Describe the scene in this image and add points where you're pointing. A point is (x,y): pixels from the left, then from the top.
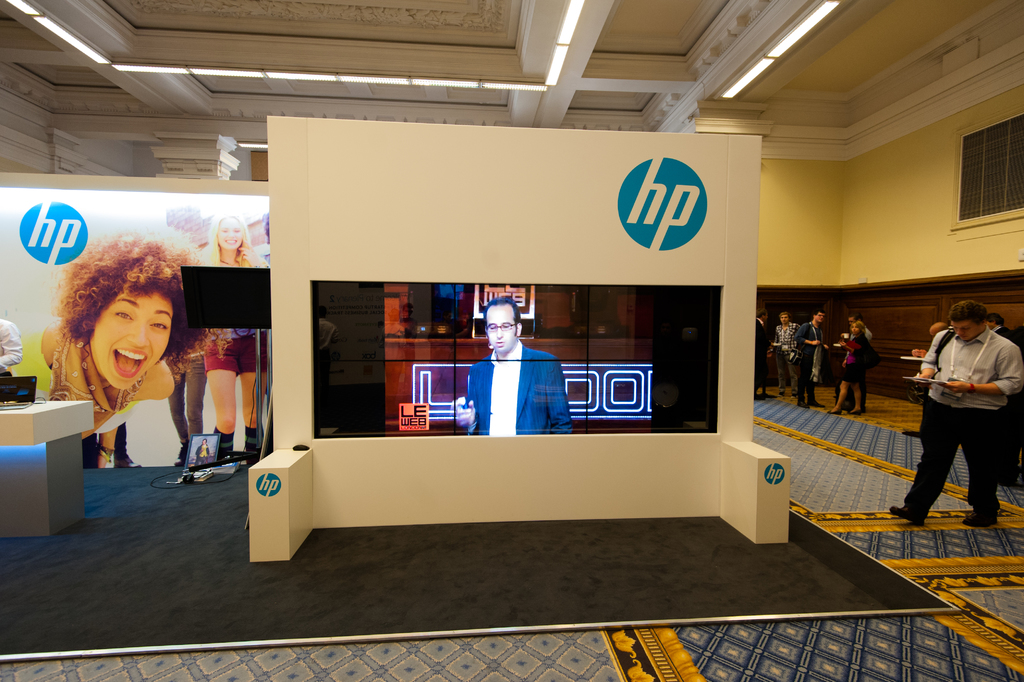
In this picture we can see a board (352,448) with the screen (398,358). On the right side of the screen (655,334) there is a group of people (1001,327) standing and a person (944,423) is walking on the floor (910,423). On the left side of the screen (480,321) there is a person (9,341), table (37,442) and some objects (20,390). At the top (102,62) there are ceiling lights (756,64).
